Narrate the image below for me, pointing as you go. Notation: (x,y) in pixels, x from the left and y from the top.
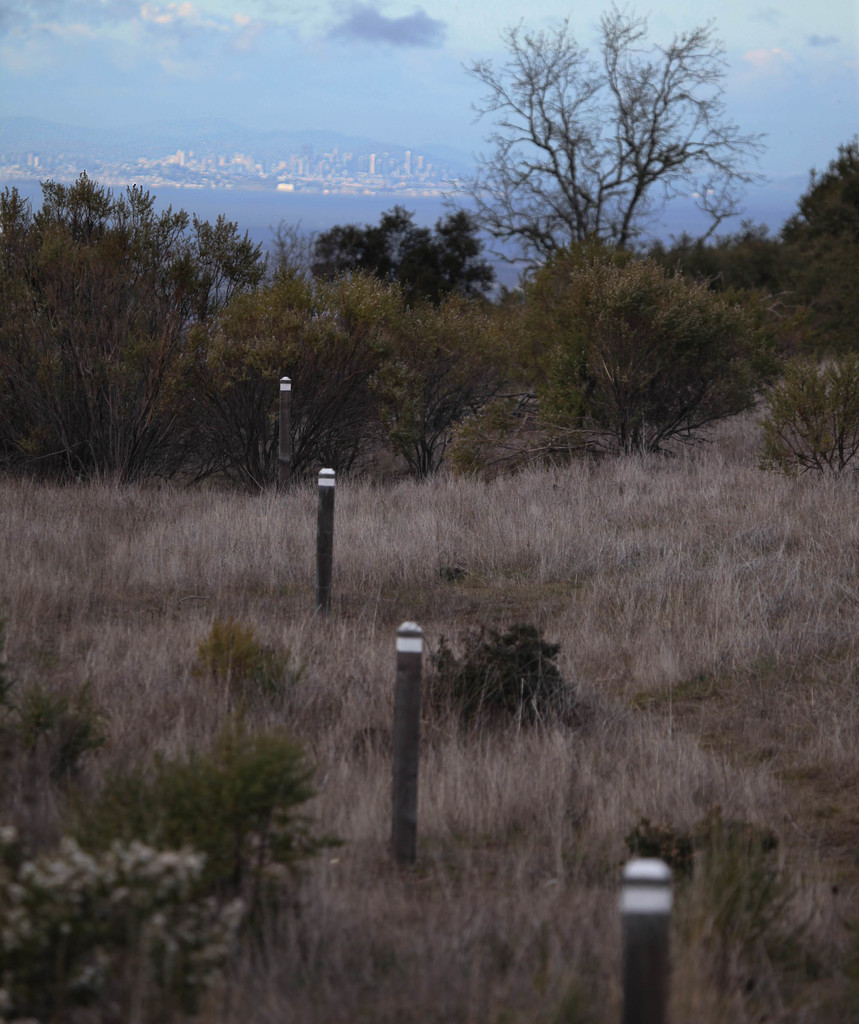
In this image I can see few black and white colored poles (401,722), some grass (404,593) and few trees (304,327). In the background (489,295) I can see the water (290,214), few buildings (240,159) and the sky (414,45).
